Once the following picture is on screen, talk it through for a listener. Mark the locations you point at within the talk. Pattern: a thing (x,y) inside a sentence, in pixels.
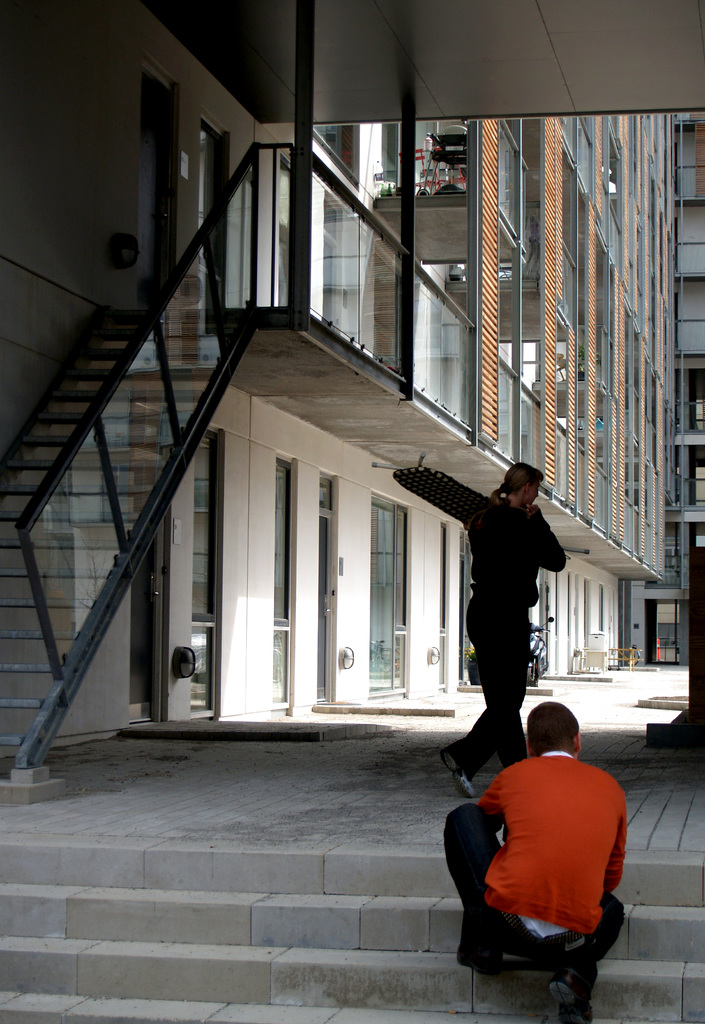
In the foreground of this picture (565,843), there is a man (560,867) squatting on the stairs (400,912) and a woman (487,552) walking and holding an object (442,499) in her hands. In the background (420,337), there is a building (693,344) and stairs (97,537).
